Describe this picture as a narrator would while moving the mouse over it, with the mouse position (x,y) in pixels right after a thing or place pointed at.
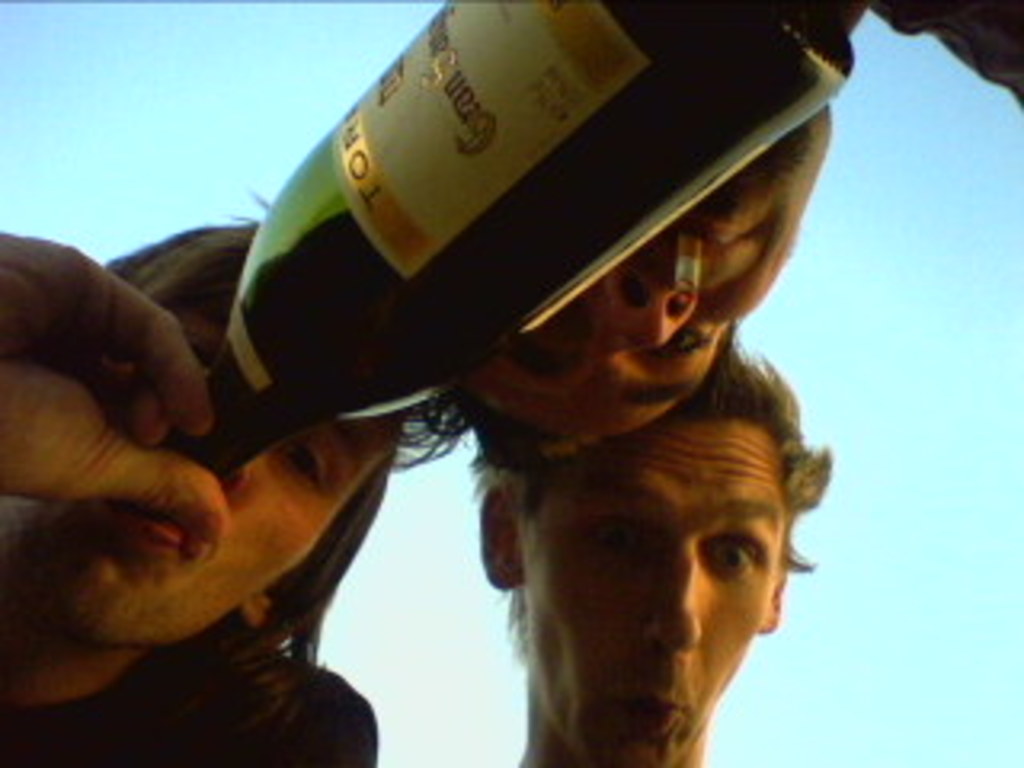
In this picture we can see a woman (215,334) is drinking a wine (493,180), and holding a bottle (434,281) in her hand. and at beside a person (674,422) is standing and he is looking, and at back side a person (580,344) is standing. and here we can see the sky (102,136) above.
